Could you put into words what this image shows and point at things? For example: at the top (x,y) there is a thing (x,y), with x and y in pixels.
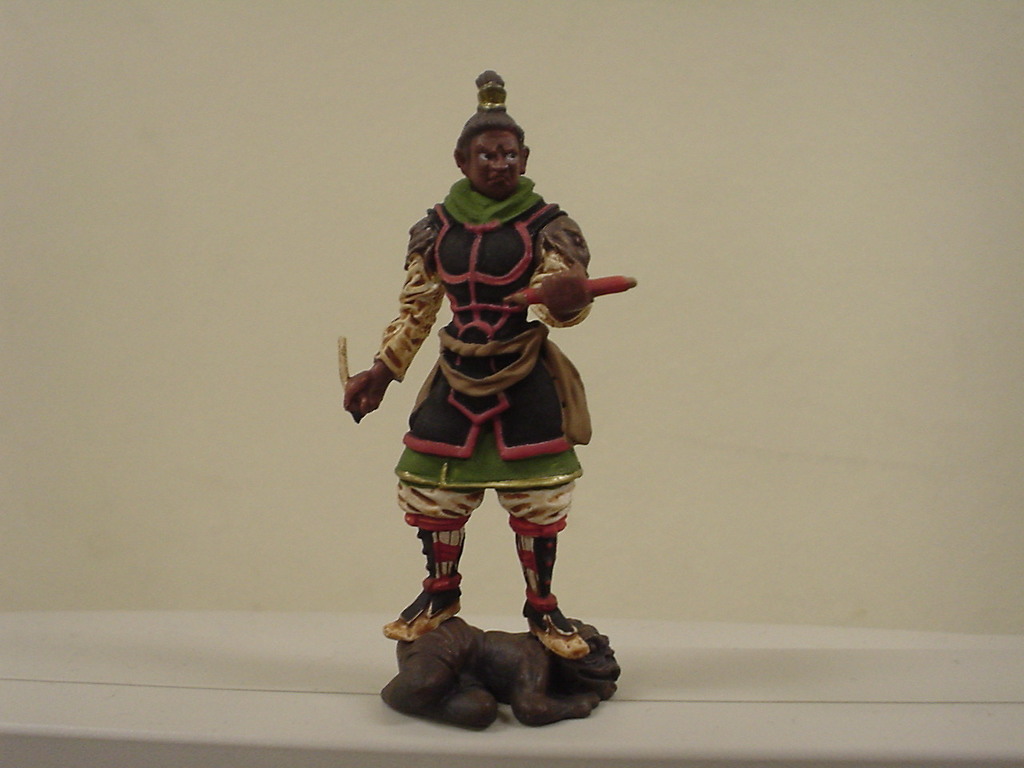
In this image we can see a statue (404,495) and in the background (604,140), we can see the wall (624,108).
